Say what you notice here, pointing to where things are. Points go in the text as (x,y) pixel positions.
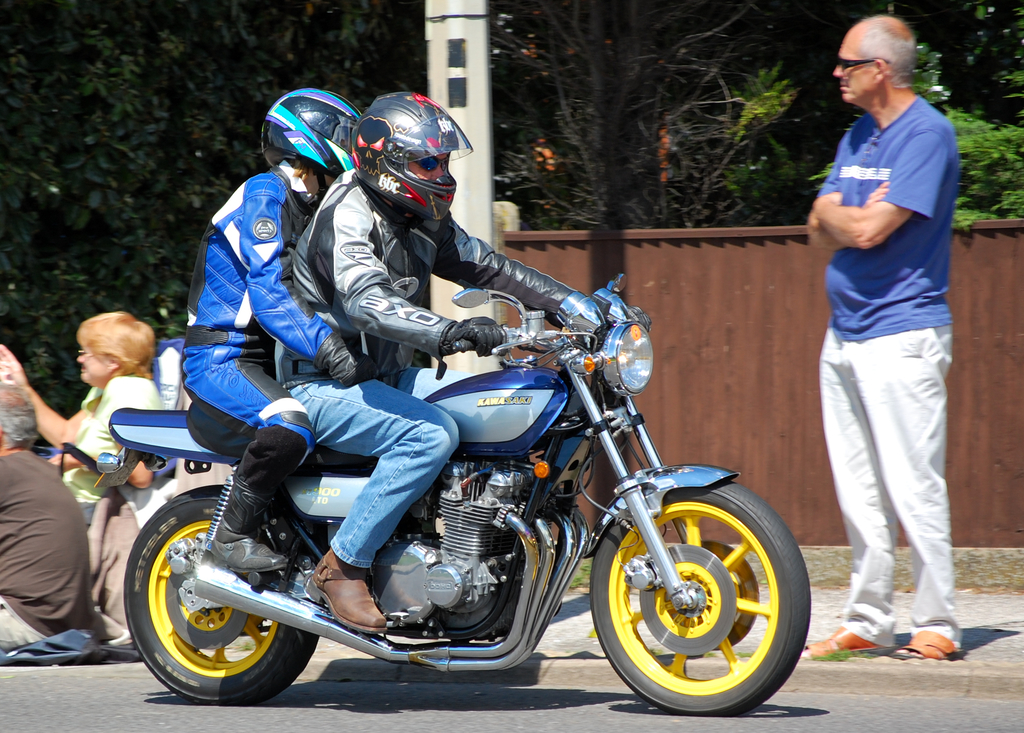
In the picture we can find two persons (555,308) riding a bike (604,348), just beside to them there is a man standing and some people (15,549) are sitting. In the background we can find a gate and behind that we can find some trees (50,90), plants (22,103). The persons (215,244) who are sitting on the bike (619,348) are wearing a helmet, jackets (227,257) and gloves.
